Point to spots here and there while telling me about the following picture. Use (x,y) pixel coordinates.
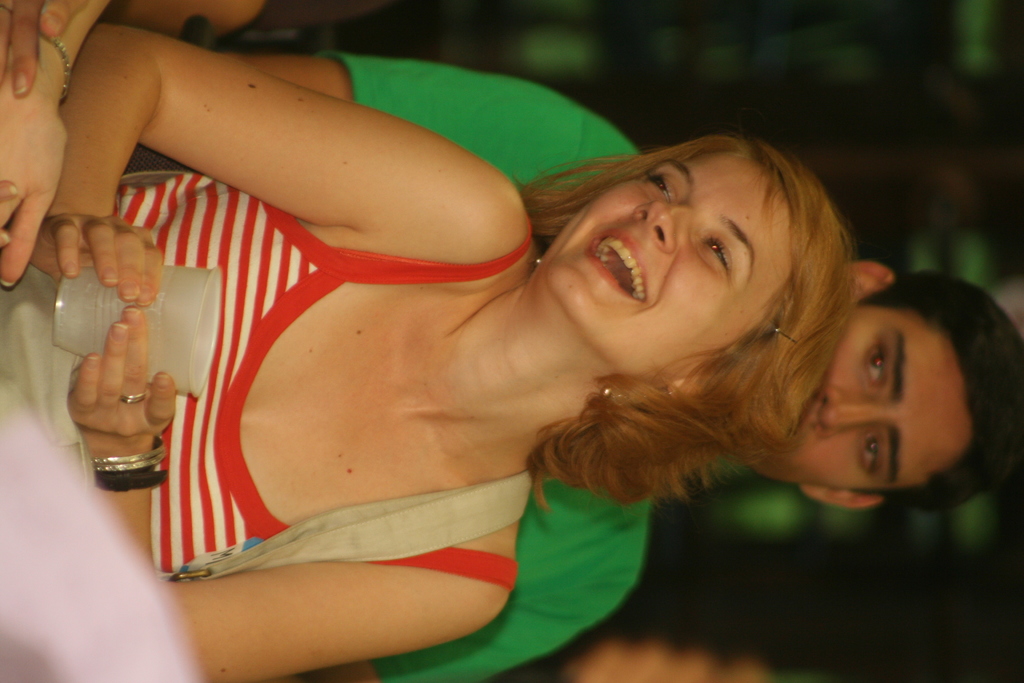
In this image I can see a two people (667,361). In front (505,277) woman (400,258) is holding white color cup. They are wearing red, green and white color dress (295,268). Background (881,74) is blurred.
